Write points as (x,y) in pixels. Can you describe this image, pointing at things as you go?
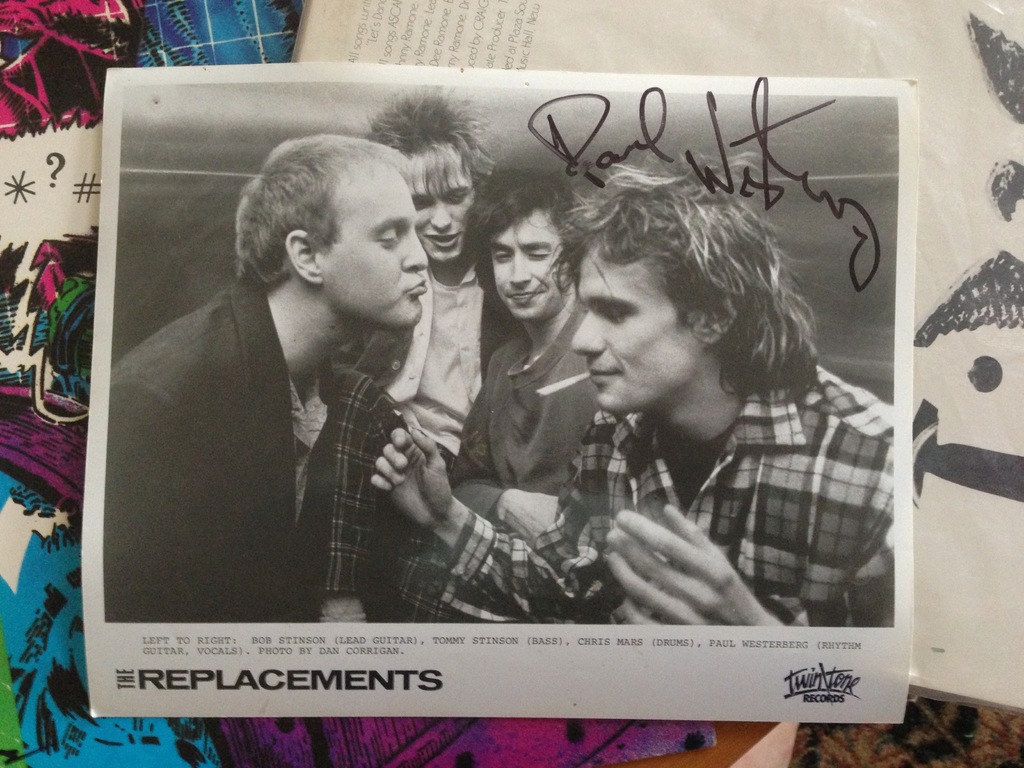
In this picture I can see there is a photo graph (393,356) here and they are standing and they are wearing a shirts (624,504) and one is smoking and this photograph (566,377) is placed on album covers (50,711).
